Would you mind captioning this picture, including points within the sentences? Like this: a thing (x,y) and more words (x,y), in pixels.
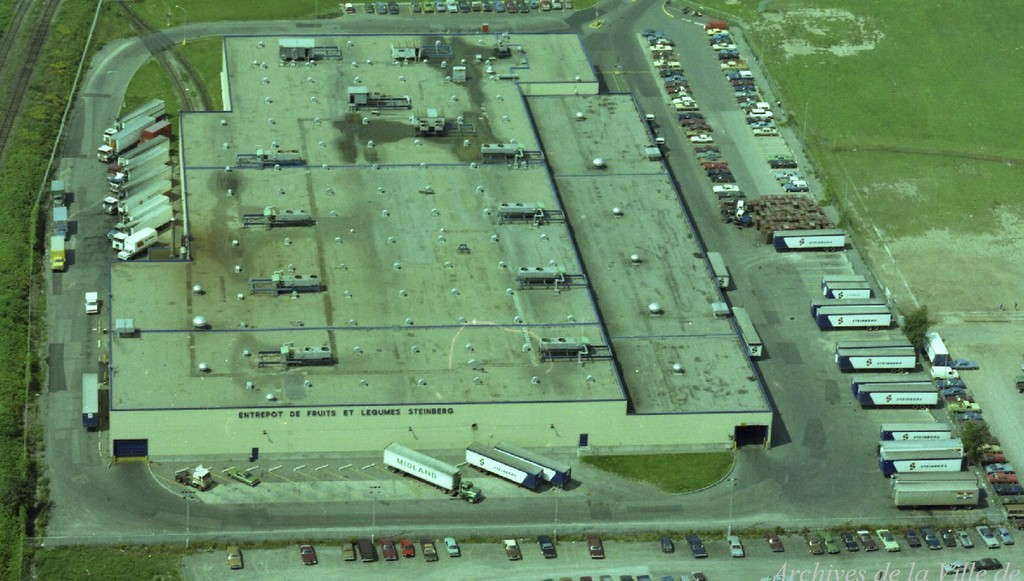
In this picture we can see a group of vehicles (920,493), sheds (446,366) and some objects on the ground (795,487), here we can see trees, in the bottom right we can see some text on it.
